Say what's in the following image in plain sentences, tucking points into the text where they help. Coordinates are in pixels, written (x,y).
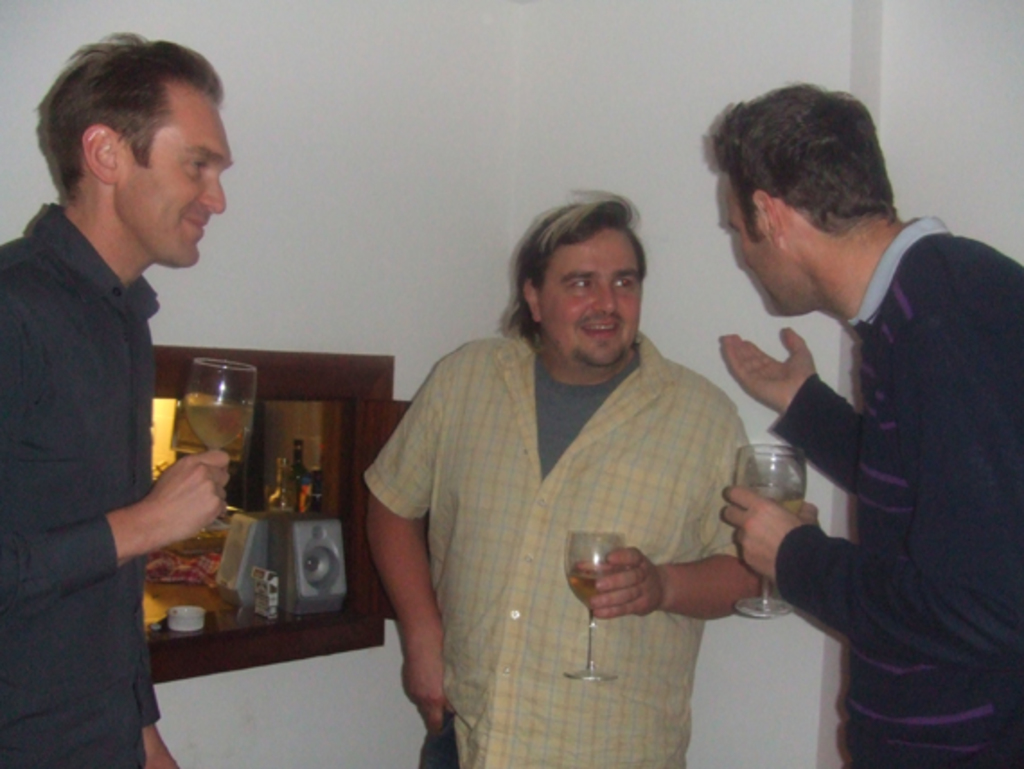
In this image, we can see three peoples (571,502) are standing together. Two peoples (100,485) are smiling. And the right side person (860,457) is talking with the other one. All are holding a wine glass (209,421) that is filled with the wine (578,580). Here we can see speaker (311,544), some bottles (300,498) and bowl (202,623). We can found some cloth (190,569) here also.
